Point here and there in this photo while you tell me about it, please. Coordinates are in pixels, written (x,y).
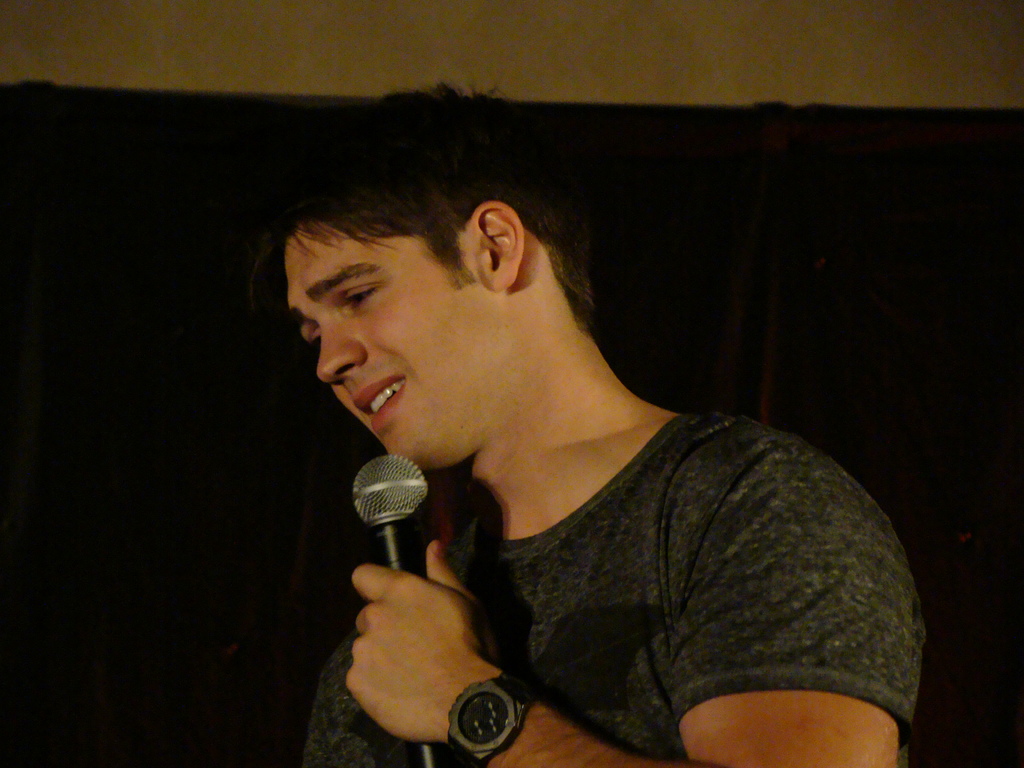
This image shows a man (276,246) holding a microphone (389,465) in his left hand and he is speaking.
